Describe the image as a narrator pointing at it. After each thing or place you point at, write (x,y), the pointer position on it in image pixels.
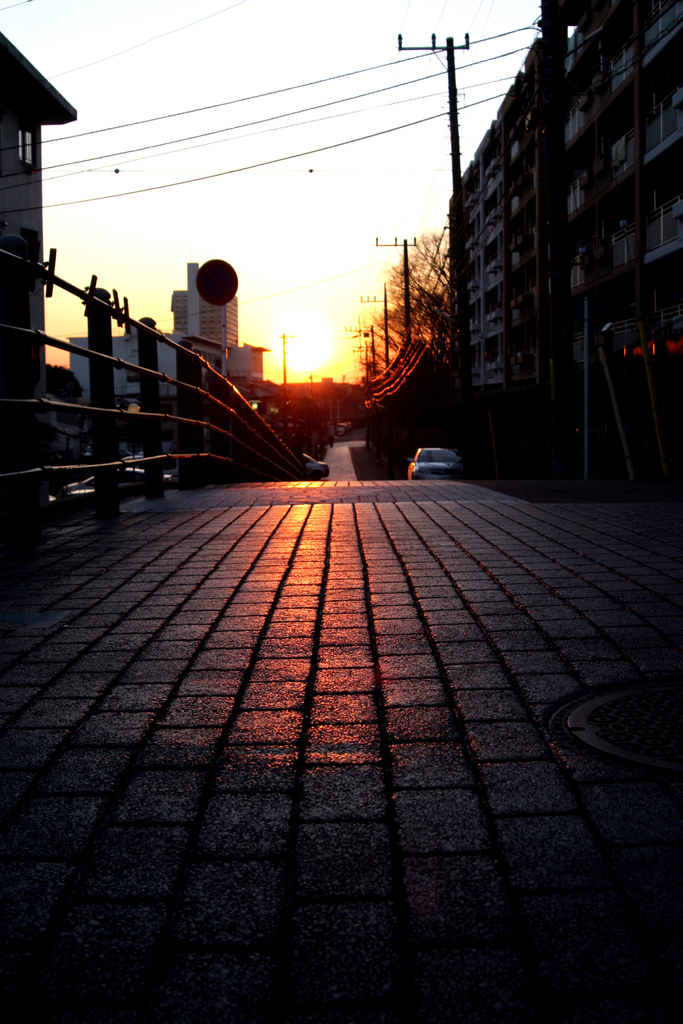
There is a car (418,461) on the road (300,570) as we can see at the middle of this image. We can see buildings (525,345), trees (383,381) and poles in the middle of this image (268,346) and the sky (294,150) is in the background (258,174).
